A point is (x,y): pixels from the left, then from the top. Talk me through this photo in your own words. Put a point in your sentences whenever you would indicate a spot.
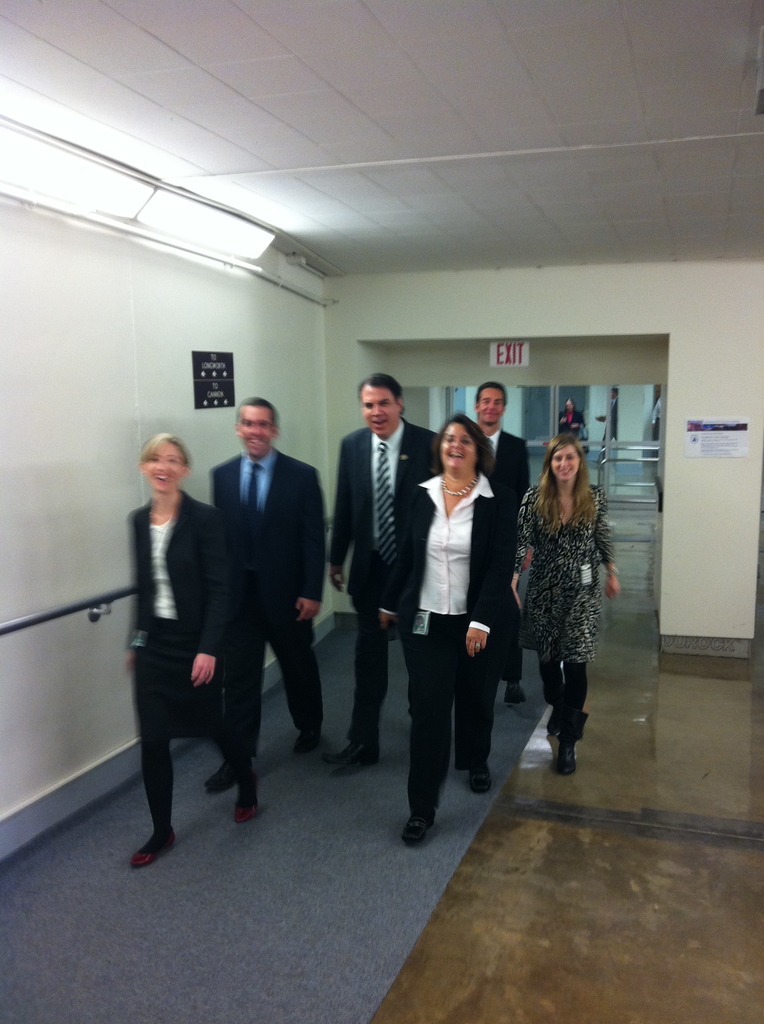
There are groups of people (479,504) walking and smiling. These look like the posters (206,385), which are attached to the wall (144,379). This is a roof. I think this is a tube light (171,215). This looks like a carpet (378,889) on the floor (482,874).
